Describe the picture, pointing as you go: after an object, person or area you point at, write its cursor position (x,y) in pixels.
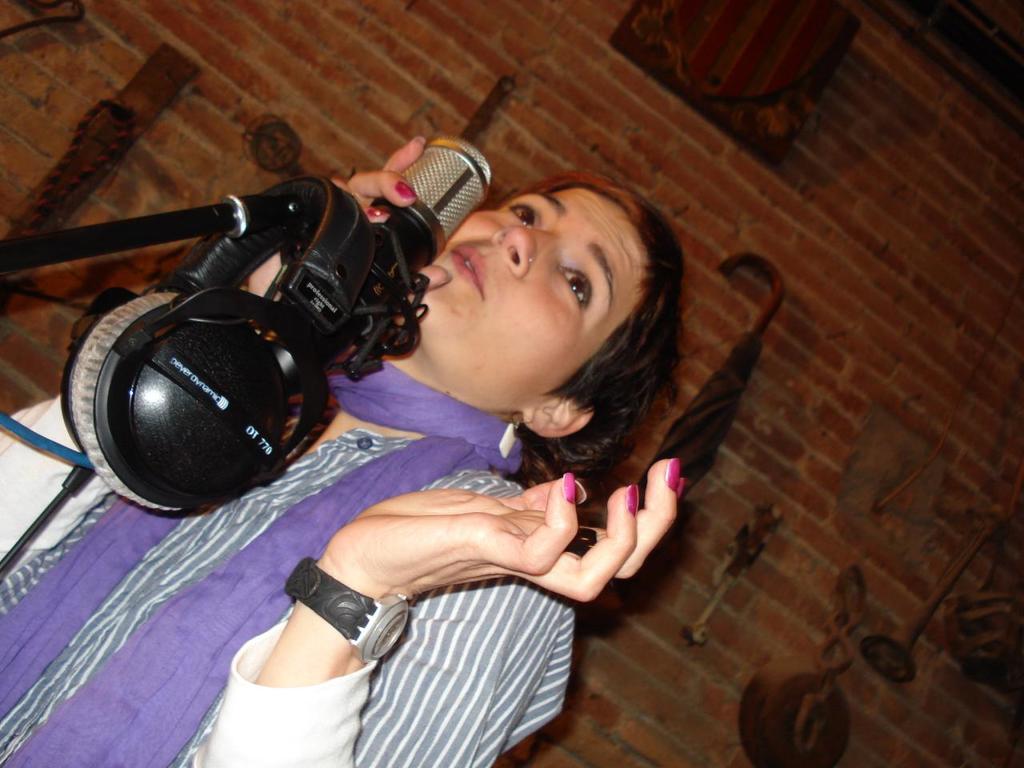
This image is taken indoors. In the background (701,608) there is a wall (745,464) with bricks (728,190). On the left side of the image (307,697) there is a woman (506,472) and she is holding a mic (391,211) in her hand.
